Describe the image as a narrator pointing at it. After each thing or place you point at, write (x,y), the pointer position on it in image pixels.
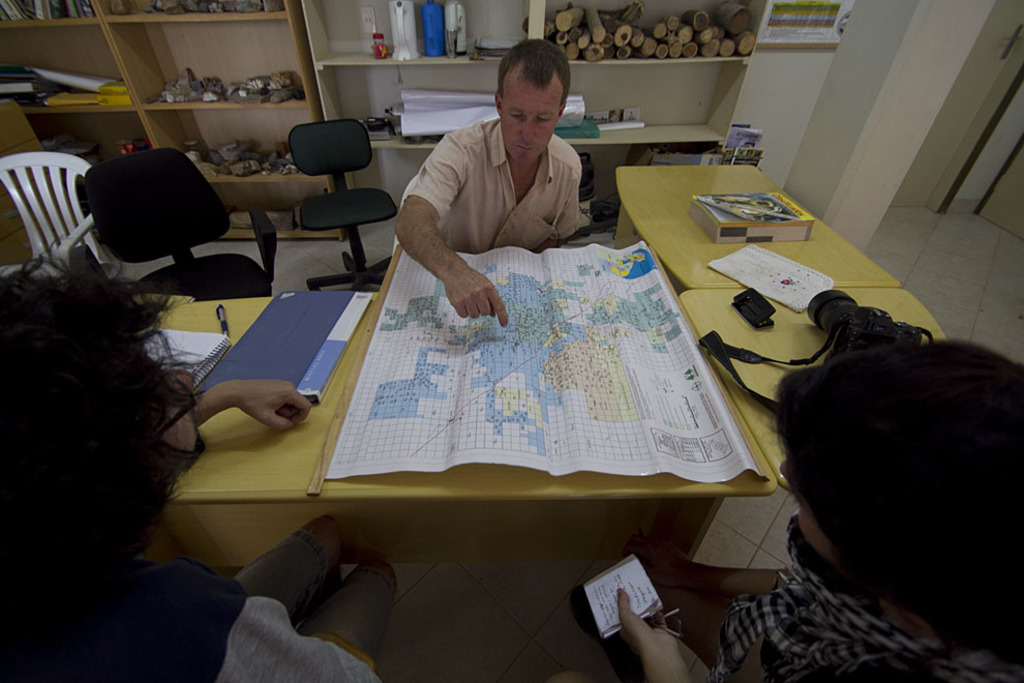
In this image there is a person (488,183) sitting on the chair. Before him there is a table (523,495) having paper (549,430), scale (323,445), file (259,355), book (211,351), pen (225,316) on it. Bottom of the image (897,559) there are two people (897,559). Right side (850,328) there is a table (854,266) having a book (761,210), camera (818,301) and few objects (774,291) on it. Few chairs (340,273) are on the floor (329,260). Background (616,140) there are few racks (98,17) having bottles (438,15), papers (455,118), books (59,9) and few objects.
